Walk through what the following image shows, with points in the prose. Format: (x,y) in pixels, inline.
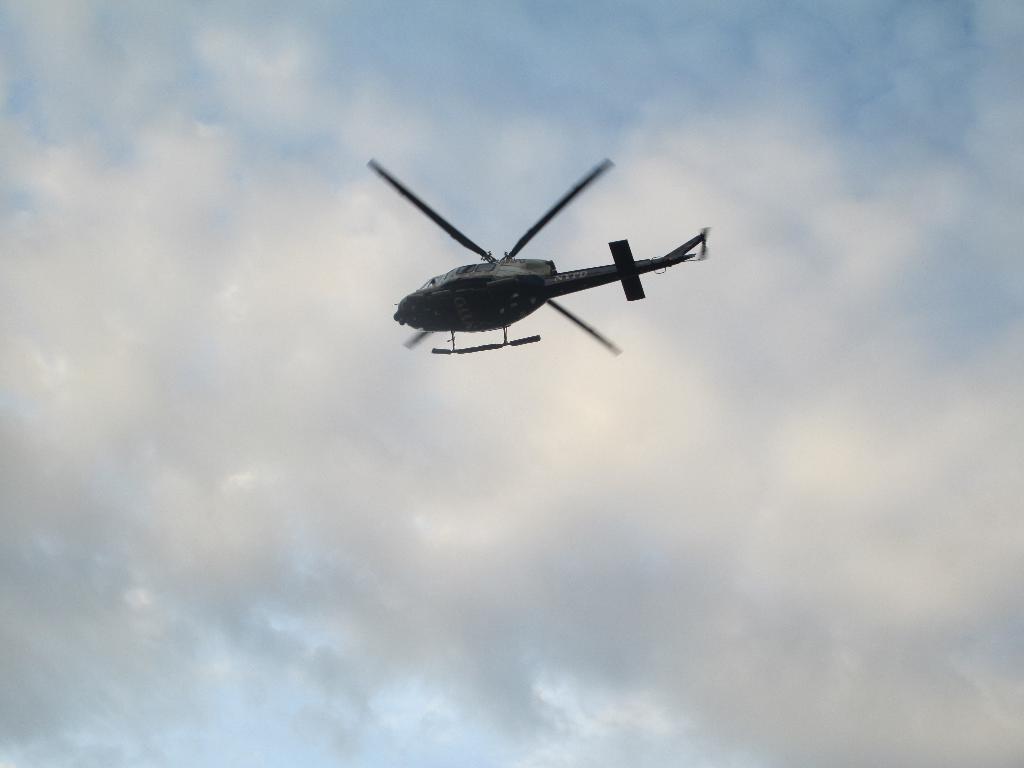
In this picture we can see a helicopter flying in the sky (743,415) with clouds (315,447).
